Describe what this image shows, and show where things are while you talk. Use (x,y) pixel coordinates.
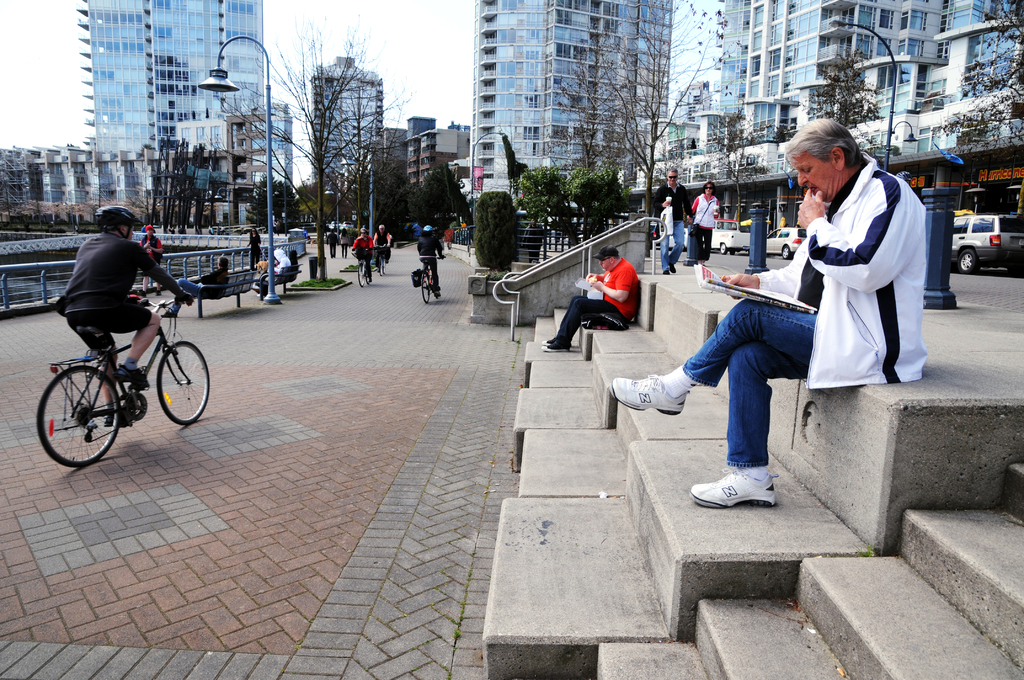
This picture describes about group of people (626,281), in the right side of the image (839,258) a person (802,341) is seated on the steps (788,399) and reading news paper (753,297), in the left side of the given image a man (80,307) is riding a bicycle (89,351), in the background (254,157) we can see couple of poles (215,69), buildings (511,79) and couple of trees (550,183).
